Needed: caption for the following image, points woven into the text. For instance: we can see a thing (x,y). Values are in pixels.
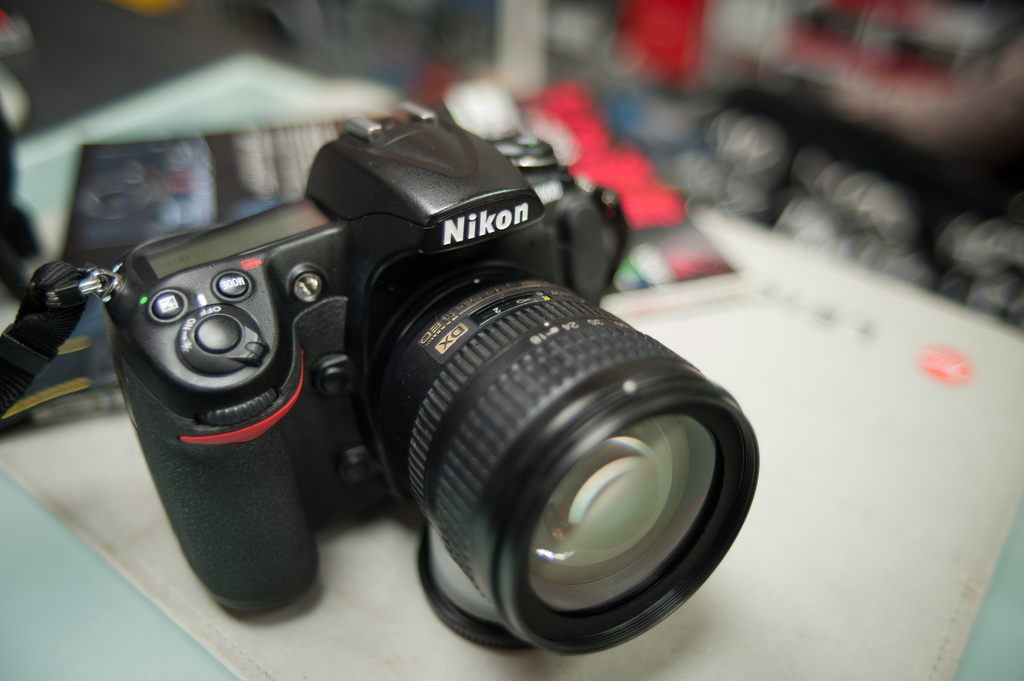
In this picture we can see a camera (134,358) and books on a platform (715,220) and in the background (227,45) it is blurry.
